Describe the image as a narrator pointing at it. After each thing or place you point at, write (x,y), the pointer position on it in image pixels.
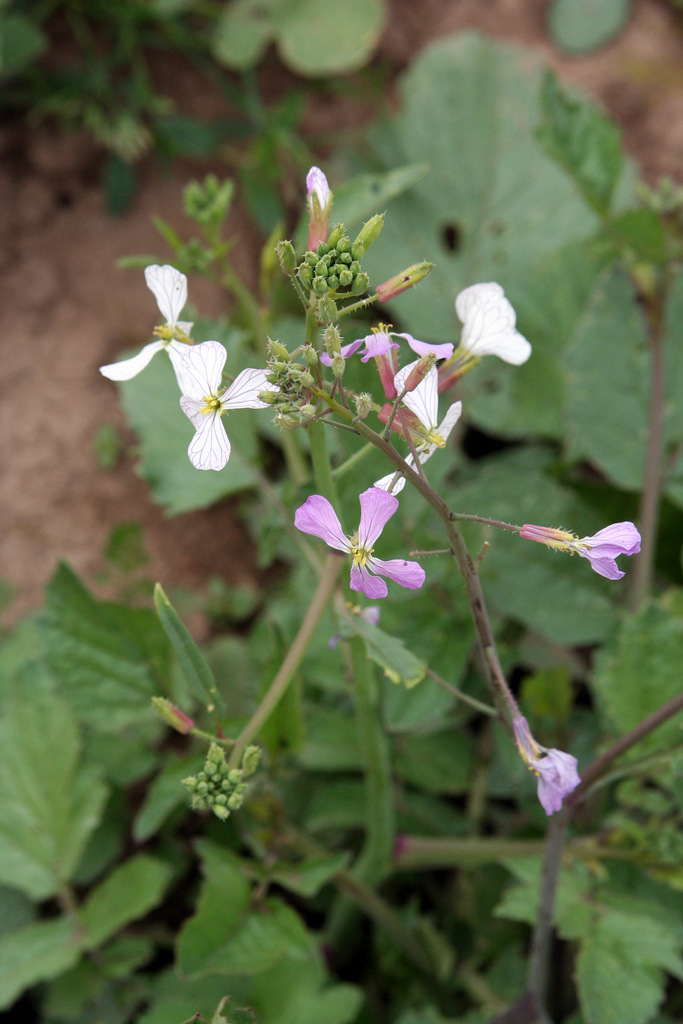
In this picture we can see few flowers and plants (405,436).
